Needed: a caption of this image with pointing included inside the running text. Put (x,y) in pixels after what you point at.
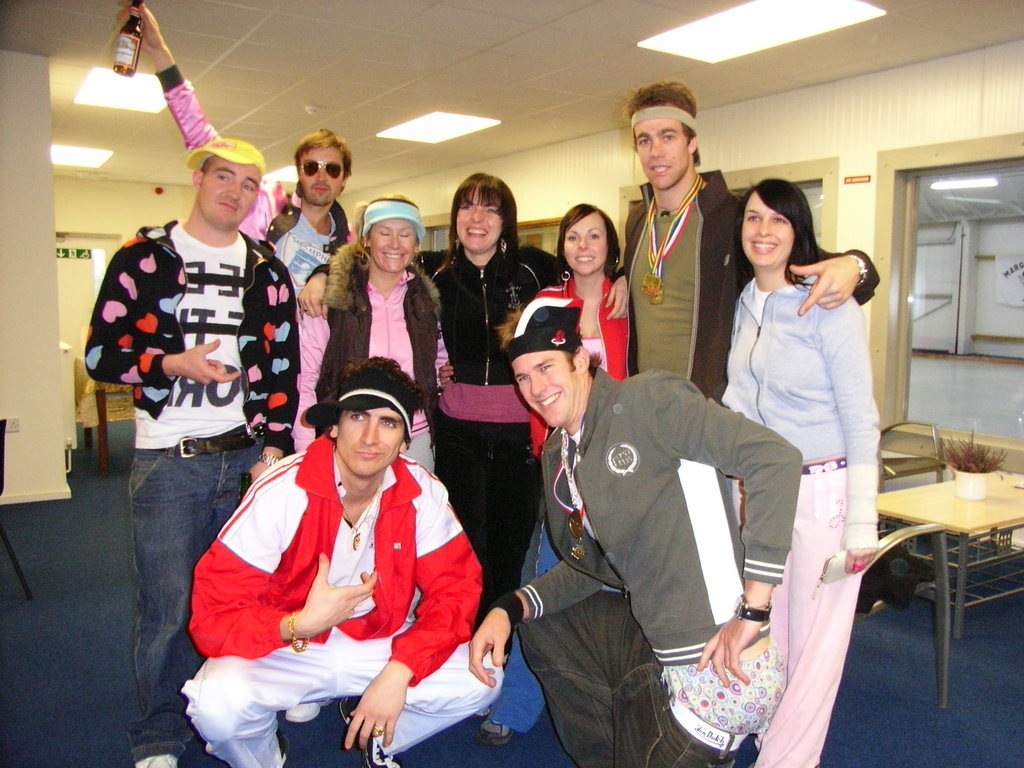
In this picture I can see few people (734,404) are standing and few of them are wearing caps (238,159) on their heads (227,180) and I can see a man (207,140) holding a bottle (118,70) in his hand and I can see a table (977,527) and a plant (971,466) on it and I can see few lights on the ceiling (421,105) and looks like a chair (22,573) on the left side (2,546).
